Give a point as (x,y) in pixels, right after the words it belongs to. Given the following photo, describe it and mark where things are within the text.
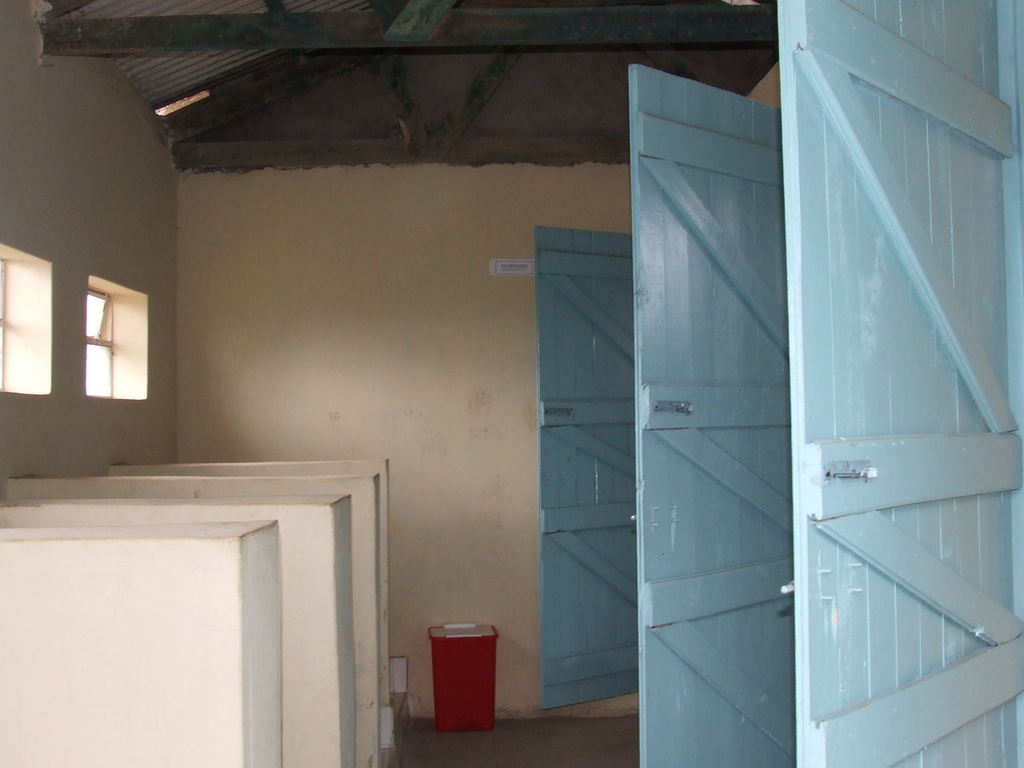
In this image we can see the blue color wooden doors (750,453), red color dustbin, ventilators (2,337), the wall (338,367) and the ceiling (384,155) in the background (502,146).
